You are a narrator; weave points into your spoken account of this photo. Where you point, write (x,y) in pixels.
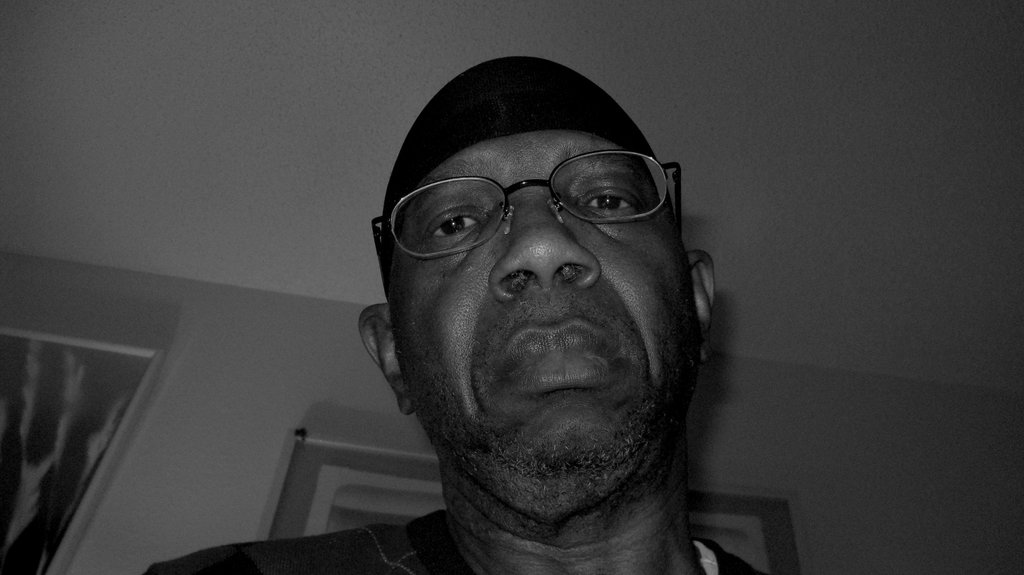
In this picture we can see a person (447,379) wearing a spectacle (469,239) on his eyes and a cap (401,160) on his head (661,295). There are a few frames (108,450) visible on the wall (210,476).
